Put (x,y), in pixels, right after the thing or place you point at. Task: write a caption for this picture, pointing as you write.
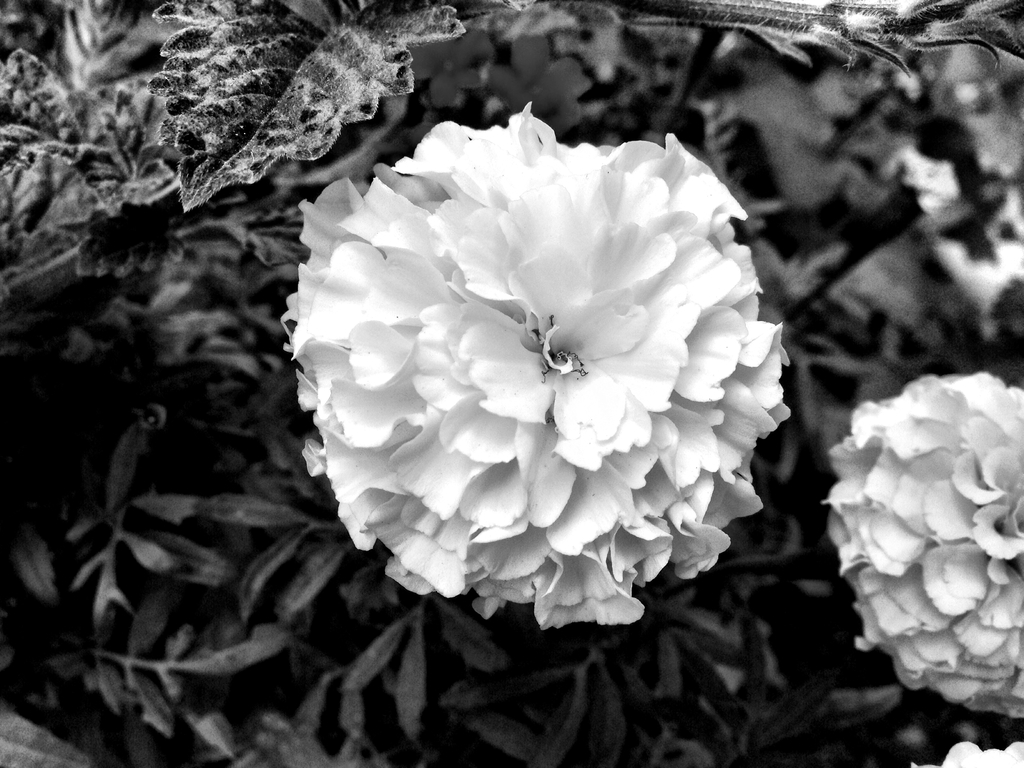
In this image we can see flowers (676,397) and some leaves (68,254).
